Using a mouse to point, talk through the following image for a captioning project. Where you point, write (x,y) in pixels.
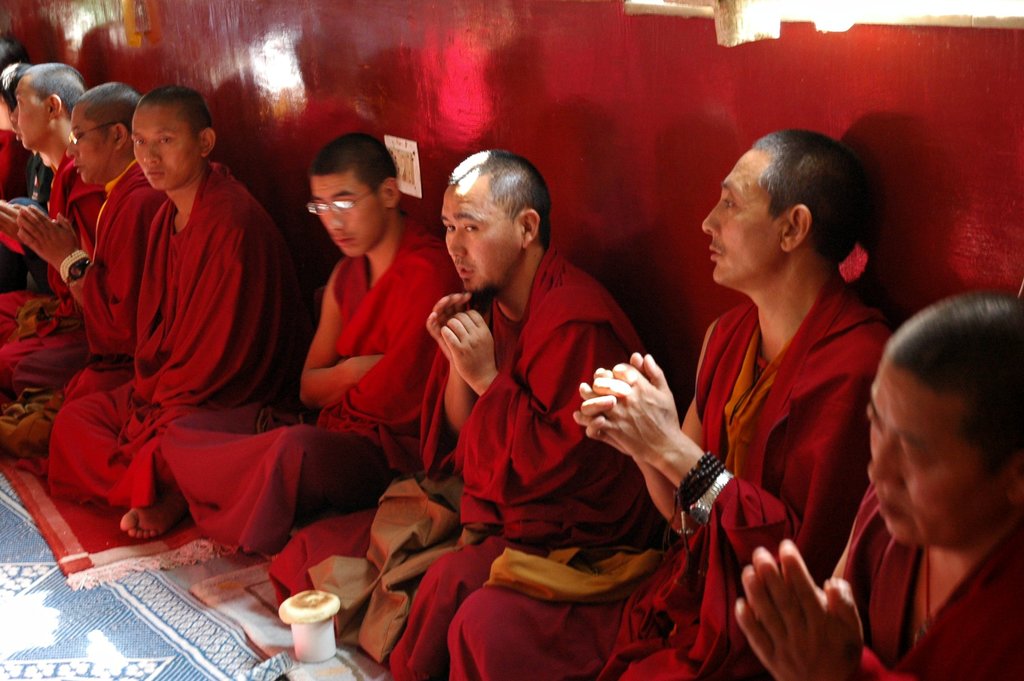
In this picture I can see persons (412,425) sitting on the right side (708,414) wearing red clothes (545,403). I can see the wall (481,104) in the background (418,75).
